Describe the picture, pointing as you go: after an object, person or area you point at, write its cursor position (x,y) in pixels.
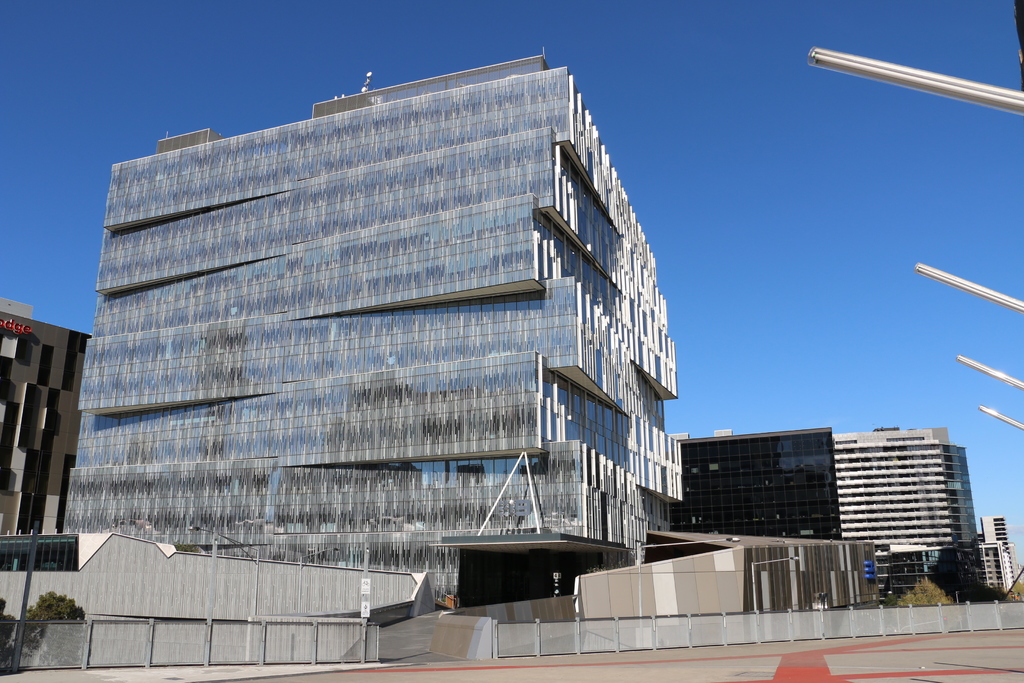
In this picture I can see buildings (567,276), there are trees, there is fence (879,619), and in the background (677,133) there is the sky (930,178).
